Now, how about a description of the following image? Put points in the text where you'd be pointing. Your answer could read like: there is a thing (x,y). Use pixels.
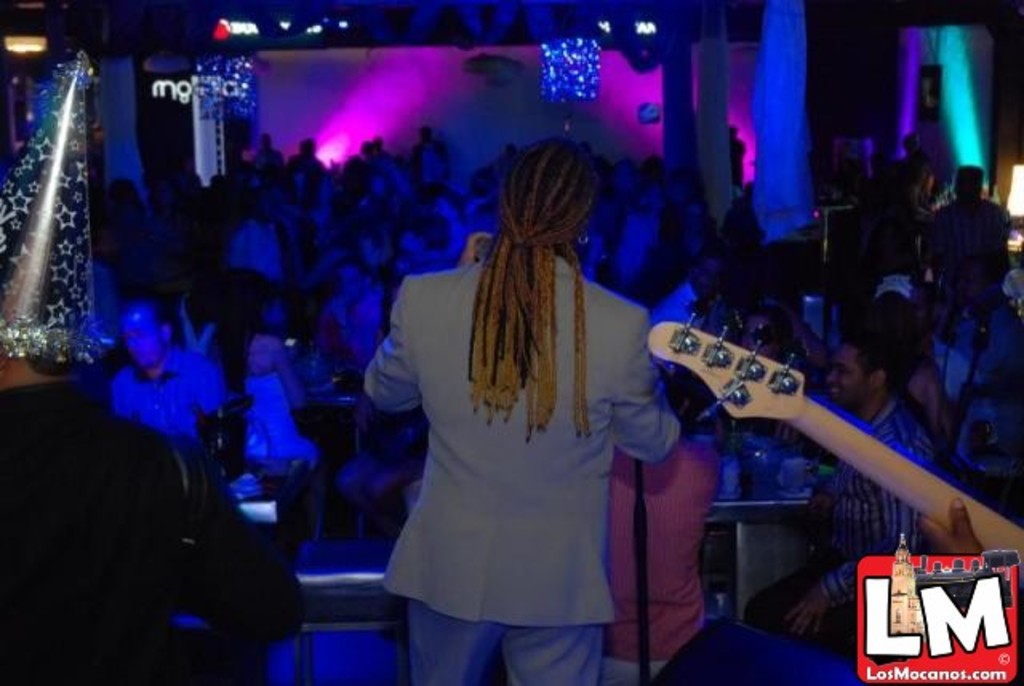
This image is clicked in a musical concert. There are so many people (413,204) in this image. On the left side (321,146) right side (963,91) and top there are lights (909,80). On the right side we can see a guitar (733,390) and there is a person (494,362) in the middle (565,283) who is holding a mike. There are pink and blue lights (903,93).
